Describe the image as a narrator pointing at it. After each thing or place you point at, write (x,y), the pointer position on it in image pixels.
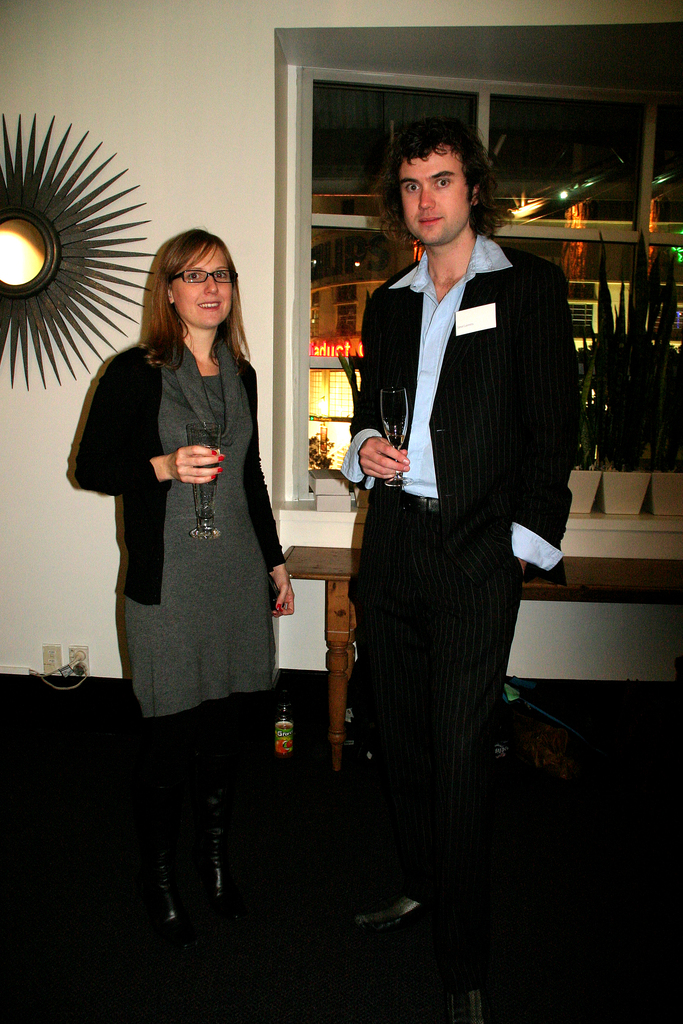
In this picture I can see a man (413,336) and woman (209,569) standing holding glasses (394,486) in their hands (371,439) and I can see showpiece (61,264) on the wall (56,589) and I can see a bottle (278,752) on the floor (293,780) and I can see a glass window (352,272) and few plants (584,395) in the pots (660,479) and from the glass (337,306) I can see buildings (597,262).
